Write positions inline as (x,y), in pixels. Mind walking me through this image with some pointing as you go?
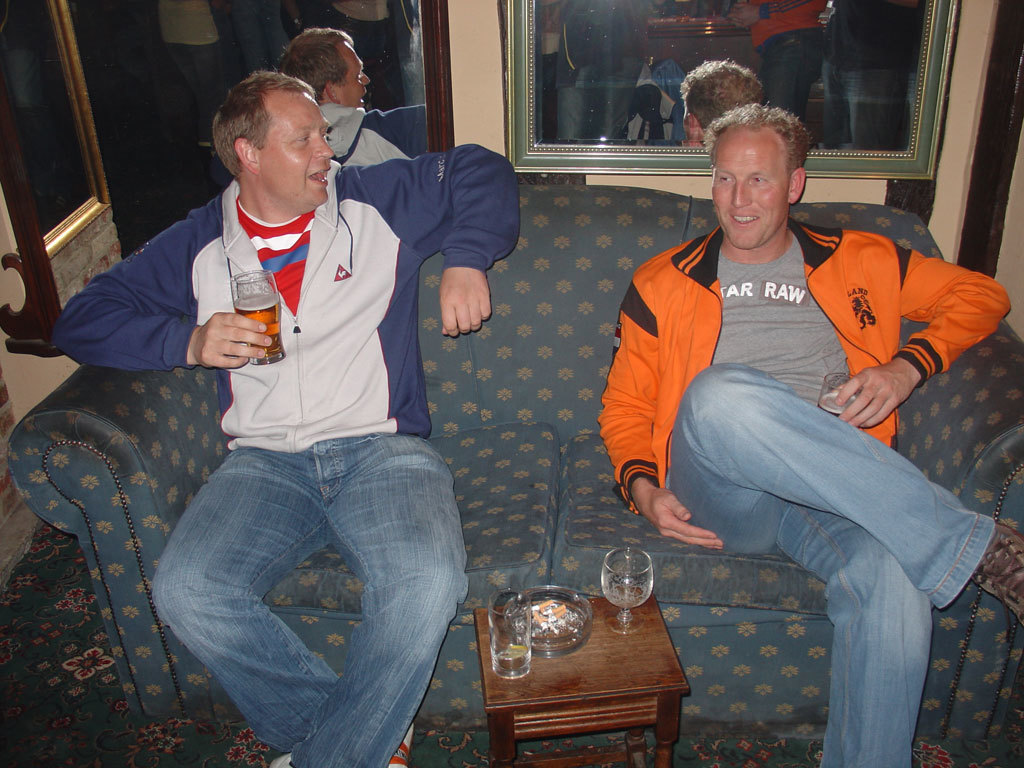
In this picture we can see two men (752,375), they are sitting on the sofa (430,444) and they are holding glasses (263,294), in front of them we can see glasses (615,599) and a ashtray (575,627) on the table (521,701), behind them we can see a frame (594,75) on the wall (459,29), we can see few more people (874,45) in the reflection (662,85).
